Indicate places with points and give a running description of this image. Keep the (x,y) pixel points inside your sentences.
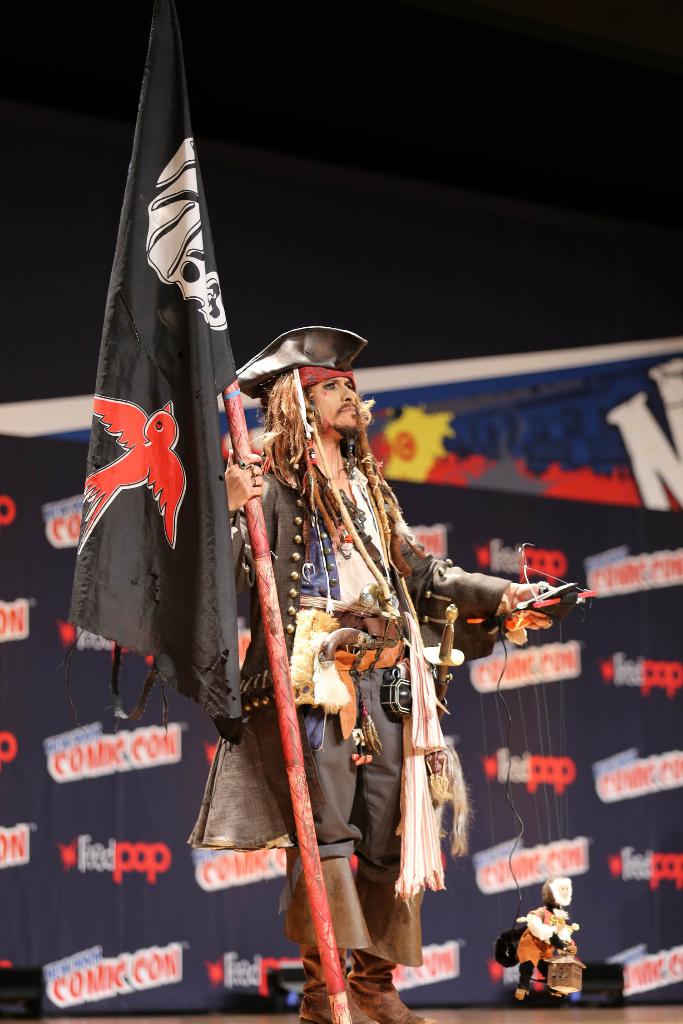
In this image person (307,756) is standing by holding the flag (216,532) on one hand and on other hand (521,592) there is some object (528,604). At the background (535,458) there is a banner (117,839) and there are some objects (577,971) on the surface of the floor (536,1012).
